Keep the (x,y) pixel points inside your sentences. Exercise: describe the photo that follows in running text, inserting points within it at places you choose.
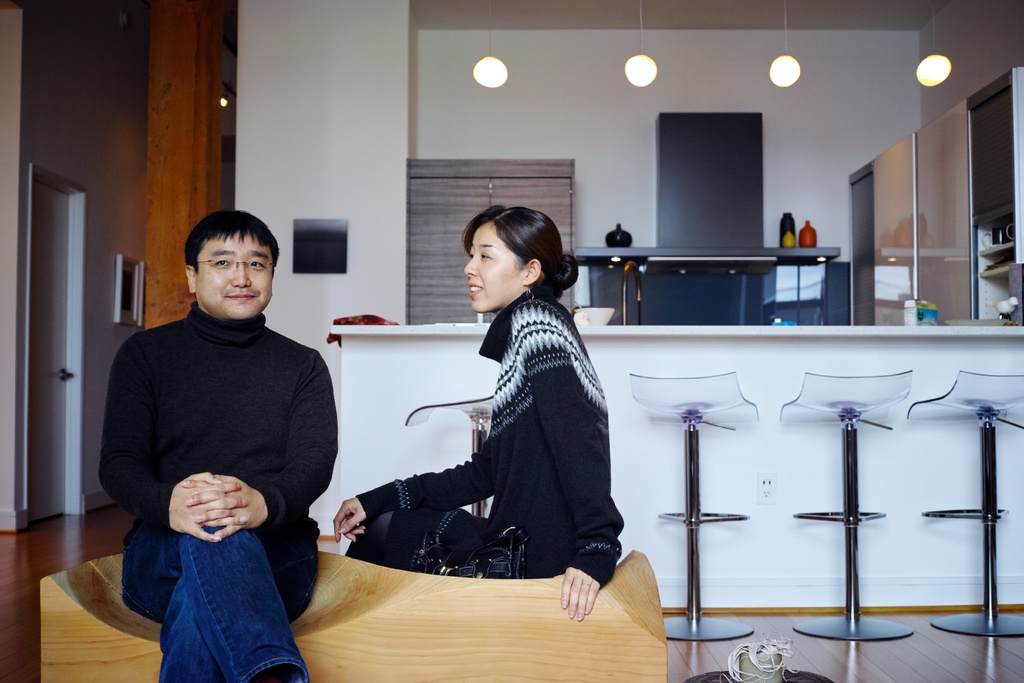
In this image in the foreground (284,390) there is one man (245,627) and one woman (498,482) who are sitting, in the background (888,391) there are four chairs (947,404) wall (394,314) and a table (450,325). On the table (1012,341) there is bowl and some cloth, and in the background (761,241) there are some objects (680,241). On the right (990,230) there is one cupboard (952,258), in that cupboard (1002,246) there are some cups (995,235) and on the left side (62,360) there is a door (66,297) and one photo frame (119,277) on the wall (283,160). At the top (490,65) there are some lights (477,74), and at the bottom (25,636) there is a floor (34,609).
